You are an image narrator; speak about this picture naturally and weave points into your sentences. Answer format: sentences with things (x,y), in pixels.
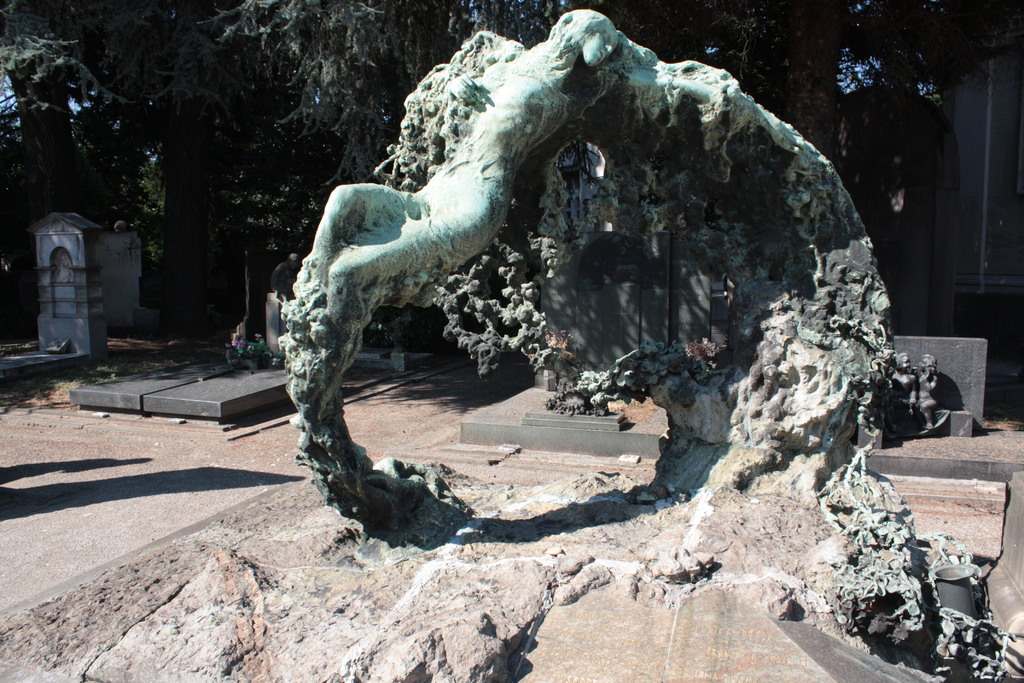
Inside a graveyard (88,272) there are many graves (275,287) and a lot of trees (278,97) around them and in the front (876,360) there is some sculpture (776,303).
